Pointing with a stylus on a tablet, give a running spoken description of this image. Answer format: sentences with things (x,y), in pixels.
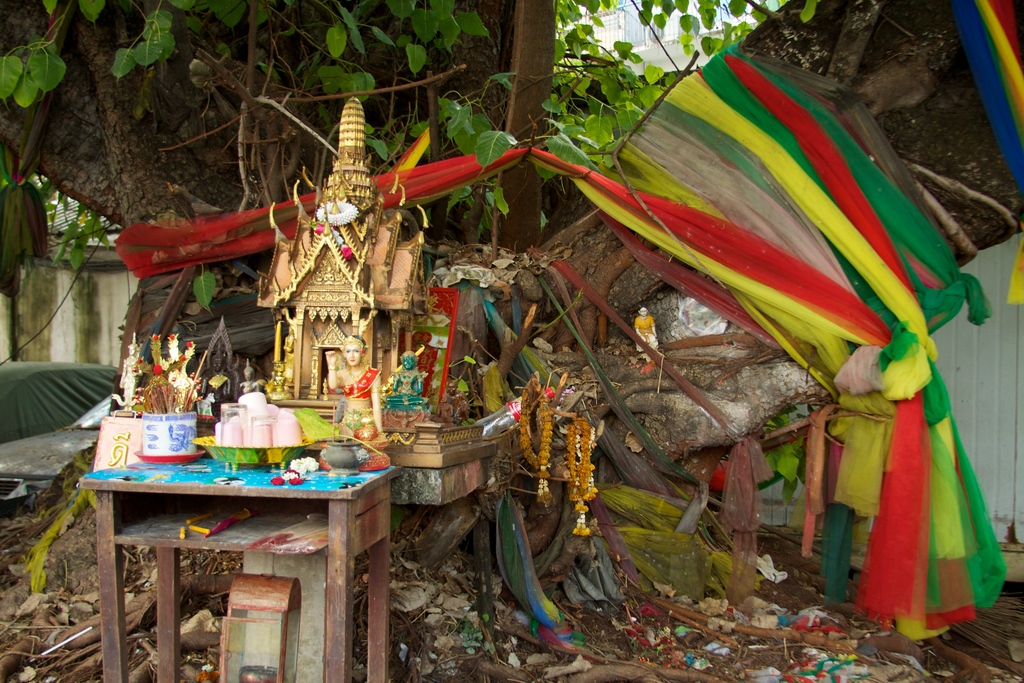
In this picture there is a small table (223,494) on the left side of the image (230,466), on which there are glasses (260,436), it seems to be a model of a temple (355,327) in the image and there is a tree (610,147) and a wall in the background area of the image (626,147), on which there are colorful clothes (799,236) and there is a building (679,25) at the top side of the image (666,25), there are sticks (678,604) and wrappers (644,609) at the bottom side of the image (710,648).
